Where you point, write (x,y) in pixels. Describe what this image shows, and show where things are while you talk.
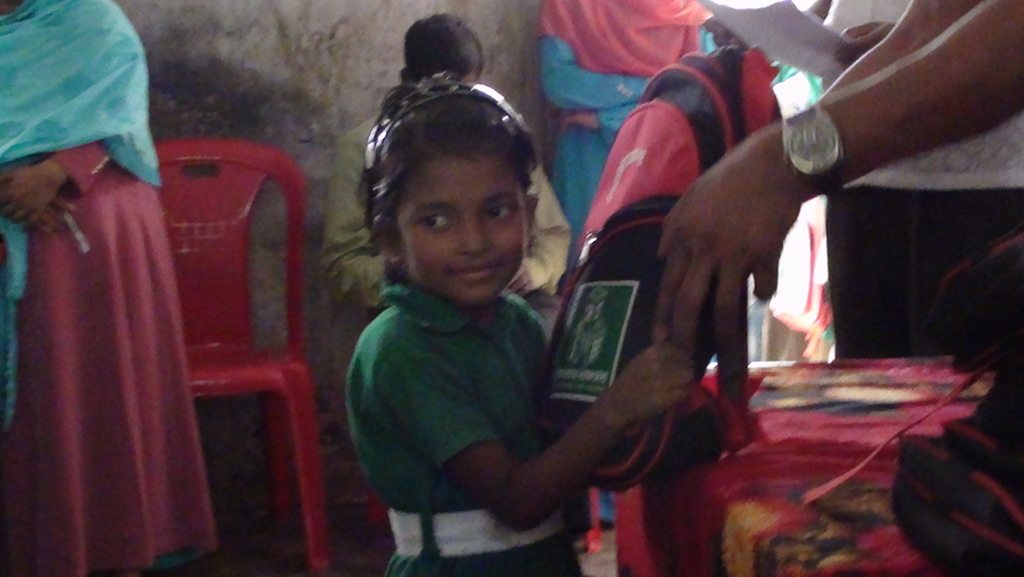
In the foreground of this picture (549,419), there is a girl (487,402) in green dress (474,334) holding a bag (612,302) in her hand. On the right (918,183), there is a man (915,185) and a table (872,441) on which bag (981,504) on it is in front to him. In the background (640,12), there are two women (623,73) standing near a wall (213,118) and an empty chair (202,276).
